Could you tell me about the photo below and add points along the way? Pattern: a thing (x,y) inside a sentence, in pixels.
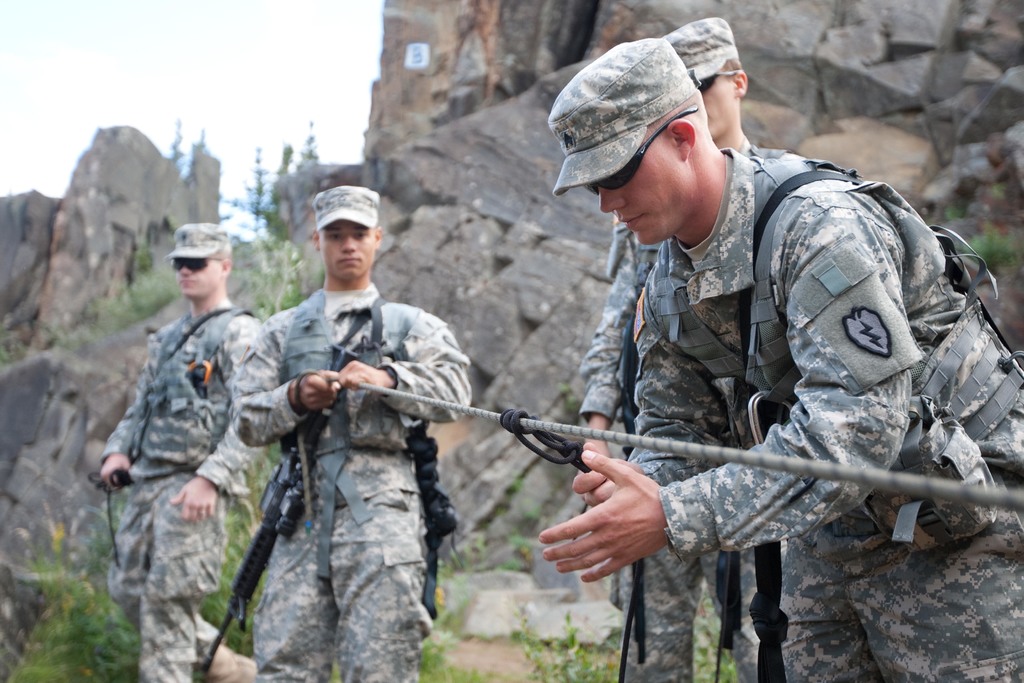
In the foreground of the picture (401,339) there are soldiers (616,408) and rope (877,485). The background (157,158) is blurred. In the background (473,206) there are trees (286,155), branch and hill (516,186). Sky (211,76) is cloudy.
